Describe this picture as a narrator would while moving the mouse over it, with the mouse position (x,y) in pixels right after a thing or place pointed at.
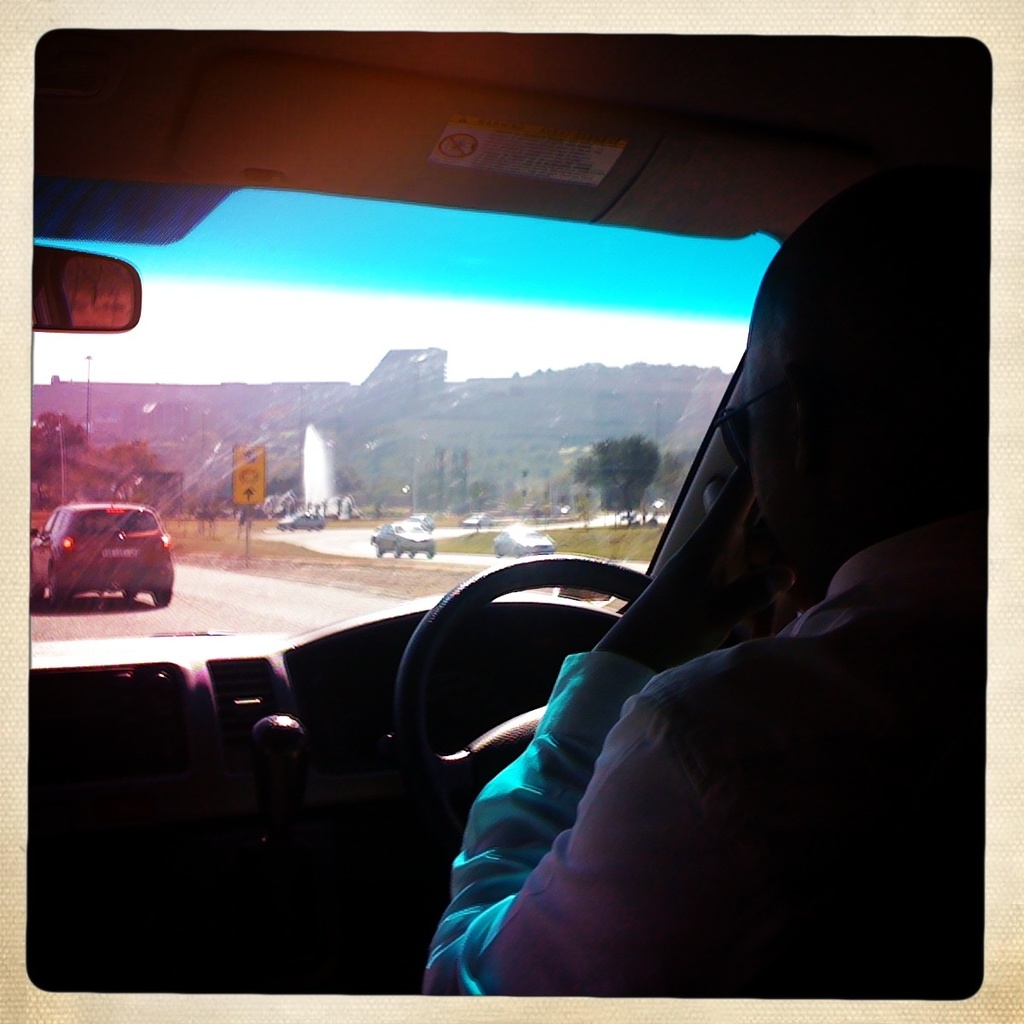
In the picture we can see a view from inside the car (71,697) with a man (914,461) driving the car (102,780) wearing a white shirt (751,910) and from the windshield (217,350) we can see a road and beside it, we can see a grass surface (223,541) on it, we can see a sign board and some roads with vehicles (116,538) and some trees (123,476) and in the background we can see some poles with lights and behind it we can see hills (308,421) and sky (248,350).
